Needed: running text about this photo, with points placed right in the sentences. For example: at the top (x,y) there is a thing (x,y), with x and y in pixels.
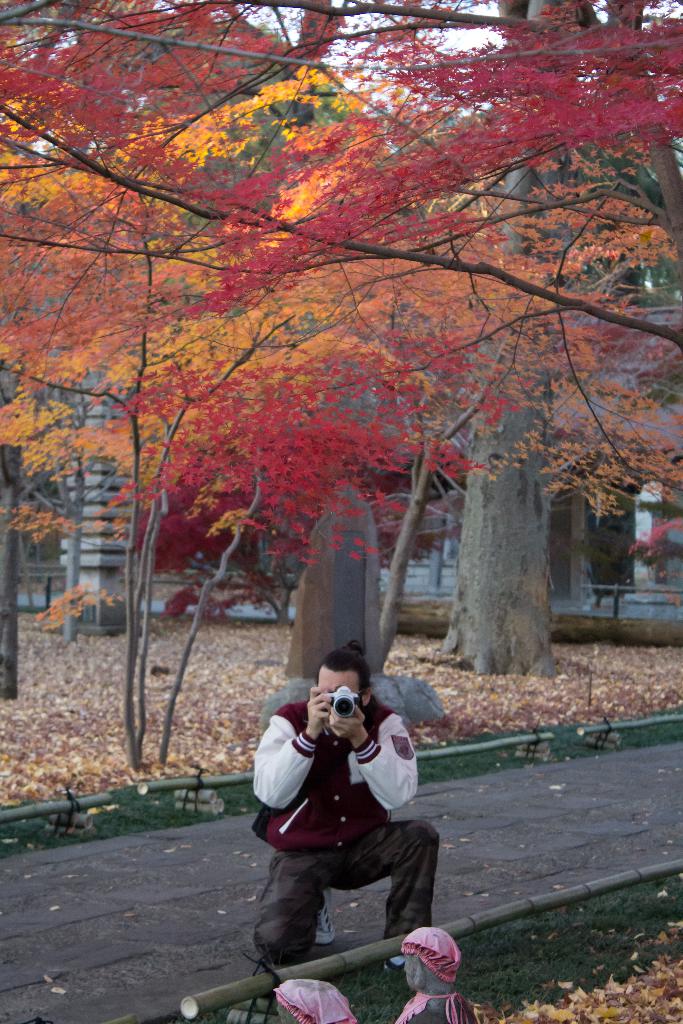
In the foreground (383,719) I can see a person (387,736) is holding a camera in hand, statue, fence (266,982) and grass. In the background (517,391) I can see trees (398,389), pillar (356,533) and the sky (331,57). This image is taken may be during a day.
